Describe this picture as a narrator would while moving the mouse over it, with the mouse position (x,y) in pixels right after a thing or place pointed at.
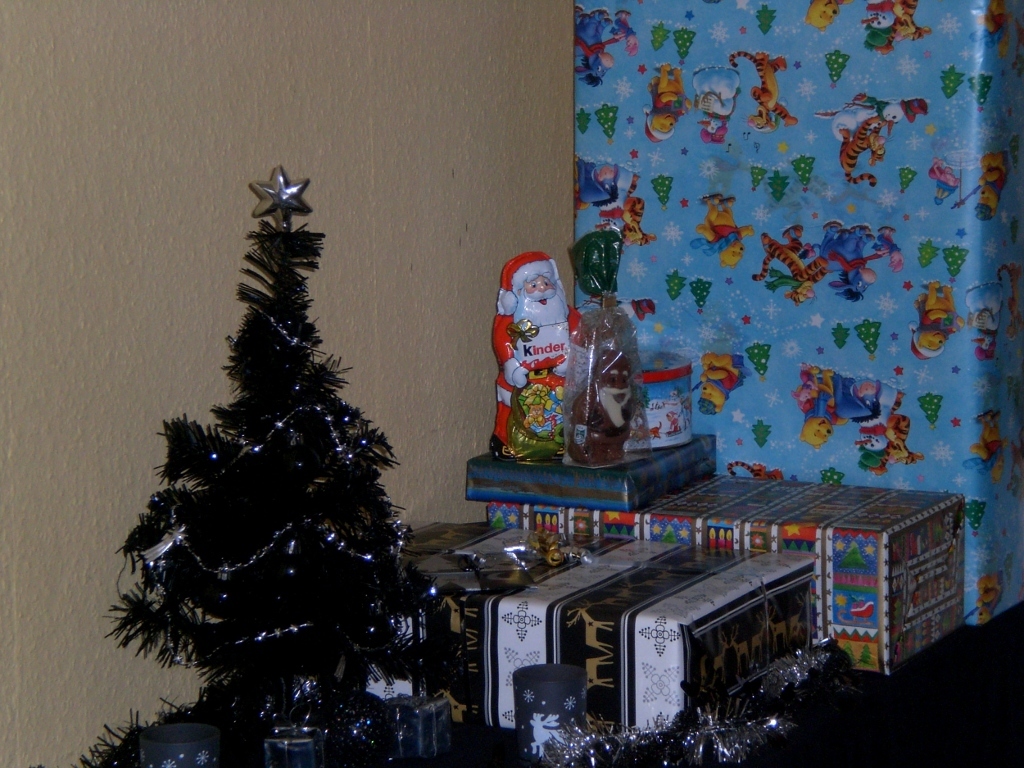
In this image I can see the wall (377,48), in front of the wall (413,48) I can see Christmas tree (193,442), Santa claus doll (523,314), gift boxes (654,516), cups (567,677) visible.
